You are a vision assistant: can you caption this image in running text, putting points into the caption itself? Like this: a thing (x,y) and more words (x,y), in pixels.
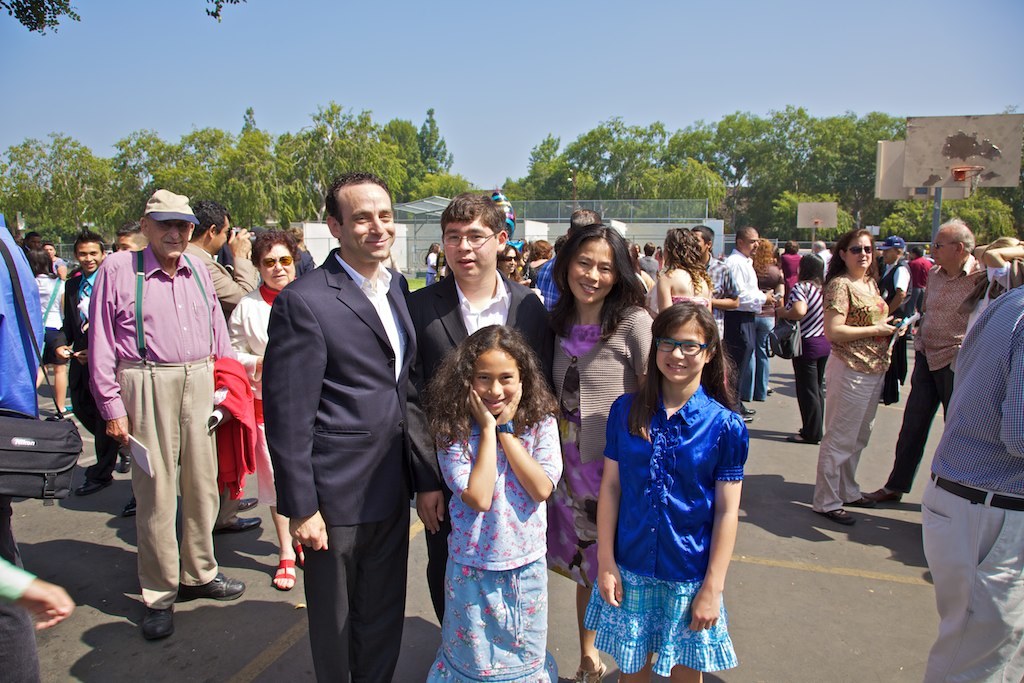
This image consists of many people (291,341) standing on the road (164,664). In the front (333,338), the two men (377,326) are wearing black suits (316,352). At the bottom (250,639), there is a road (231,633). In the background (288,159), there are trees (567,184) along with a building (538,220). To the left (47,432), the man (20,348) is wearing black bag (40,444).
